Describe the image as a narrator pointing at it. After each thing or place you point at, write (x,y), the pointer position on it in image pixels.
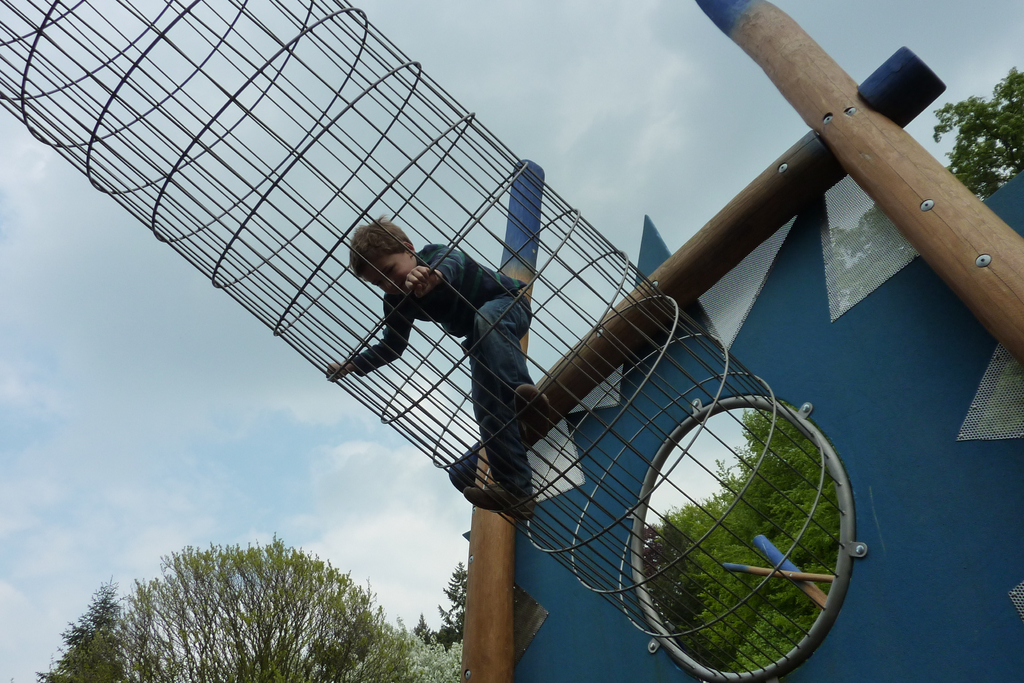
In this image a person (371,287) is inside the fence (344,236) and holding the metal rods (318,219). Fence (561,495) is attached to the wall (582,642) having few wooden trunks (844,148) attached to it. Besides the wall (817,272) there are few trees (349,630). Top of image (393,127) there is sky (247,315) with some clouds (409,546).
